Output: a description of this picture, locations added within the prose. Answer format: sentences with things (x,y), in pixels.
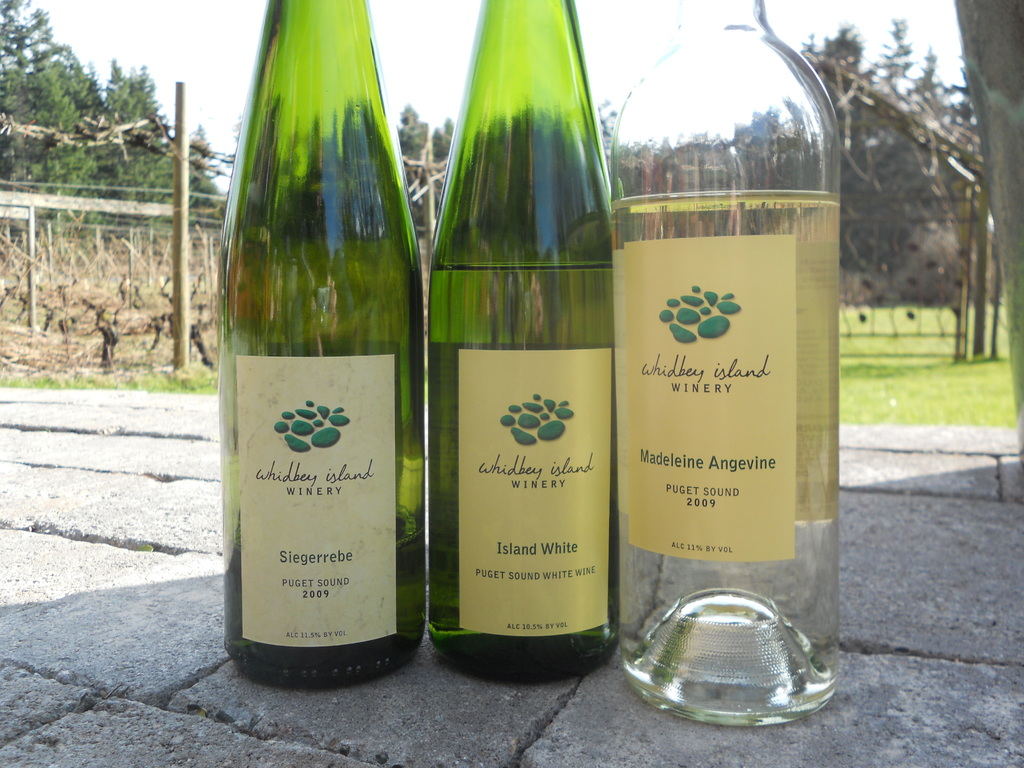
In this picture there are three wine Bottles (430,501) And in the backdrop (200,46) there are trees (65,73) clear sky (172,42) and grass (152,381).
